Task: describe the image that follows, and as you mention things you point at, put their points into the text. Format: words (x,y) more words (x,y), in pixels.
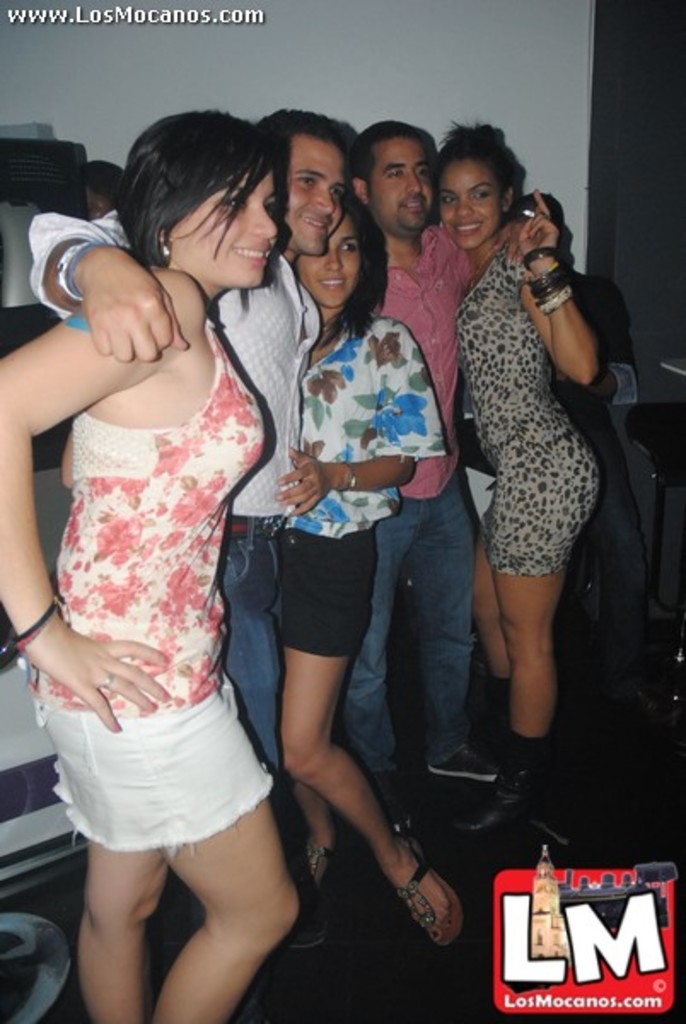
In this image we can see a few people (408,323), beside to them there is a chair (685,485), behind them, we can see the wall (587,80), also there are text (572,923) on the image.
